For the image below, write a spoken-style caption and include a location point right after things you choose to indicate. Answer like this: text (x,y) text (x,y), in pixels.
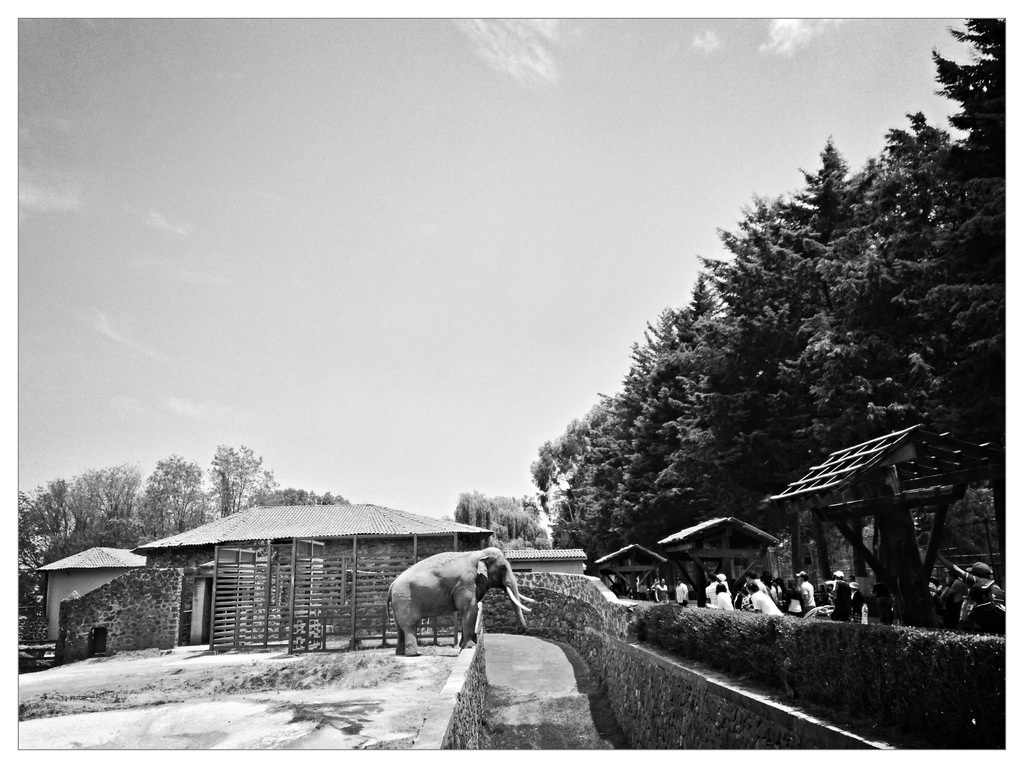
This is the picture of a place where we have a elephant (394,611), houses (182,544) and some people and some trees (654,457) and plants (703,663) around.
